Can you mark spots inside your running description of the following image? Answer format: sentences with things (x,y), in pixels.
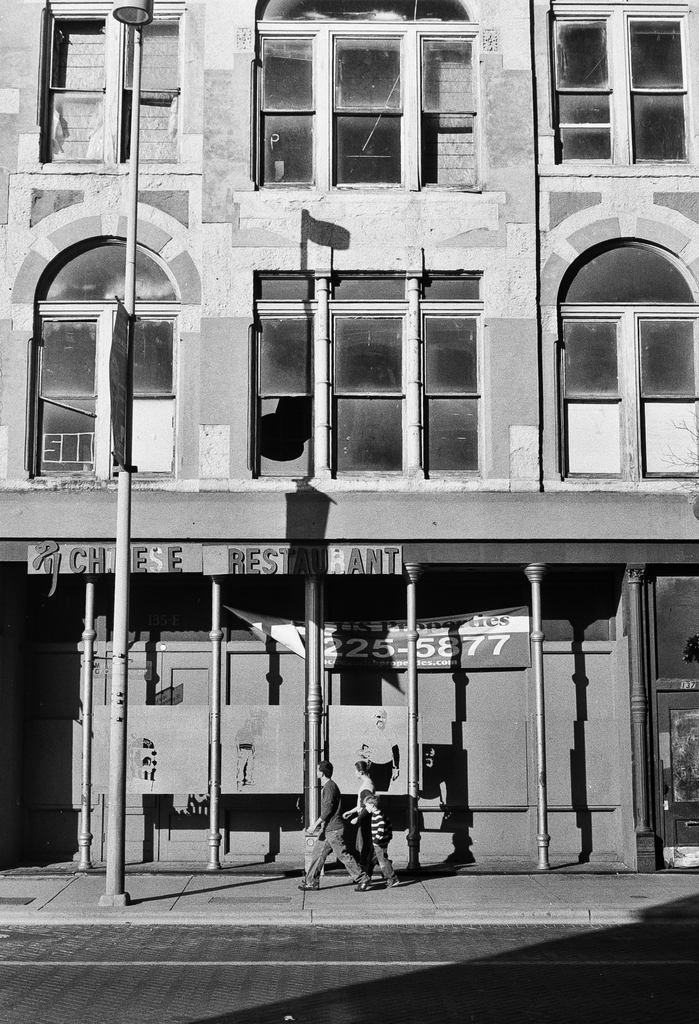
In the image we can see the black and white picture of the building (400,390) and these are the windows (350,97) of the building (316,216). We can see there are even two people (324,830) and a child (372,827) walking and they are wearing clothes (350,853). Here we can see the pole (114,715), footpath (408,893) and the road (218,1020).
